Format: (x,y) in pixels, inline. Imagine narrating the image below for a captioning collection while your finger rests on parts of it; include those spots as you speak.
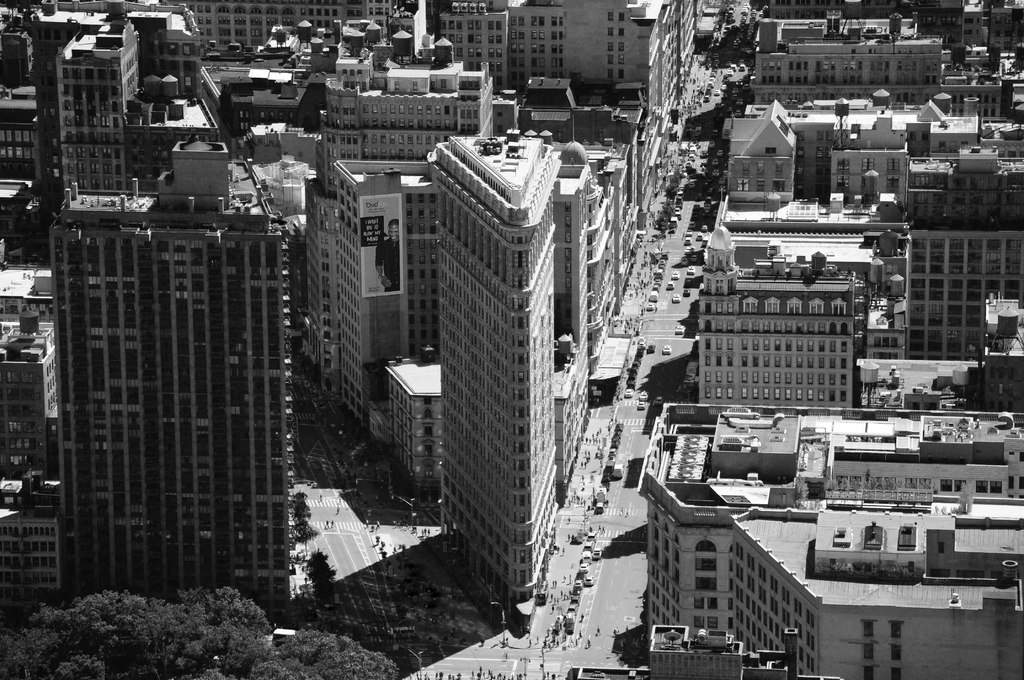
This looks like a black and white image. I can see the skyscrapers (238,444) and the buildings (747,524). These are the vehicles (598,552) on the road (619,590). I can see the trees (304,650).
